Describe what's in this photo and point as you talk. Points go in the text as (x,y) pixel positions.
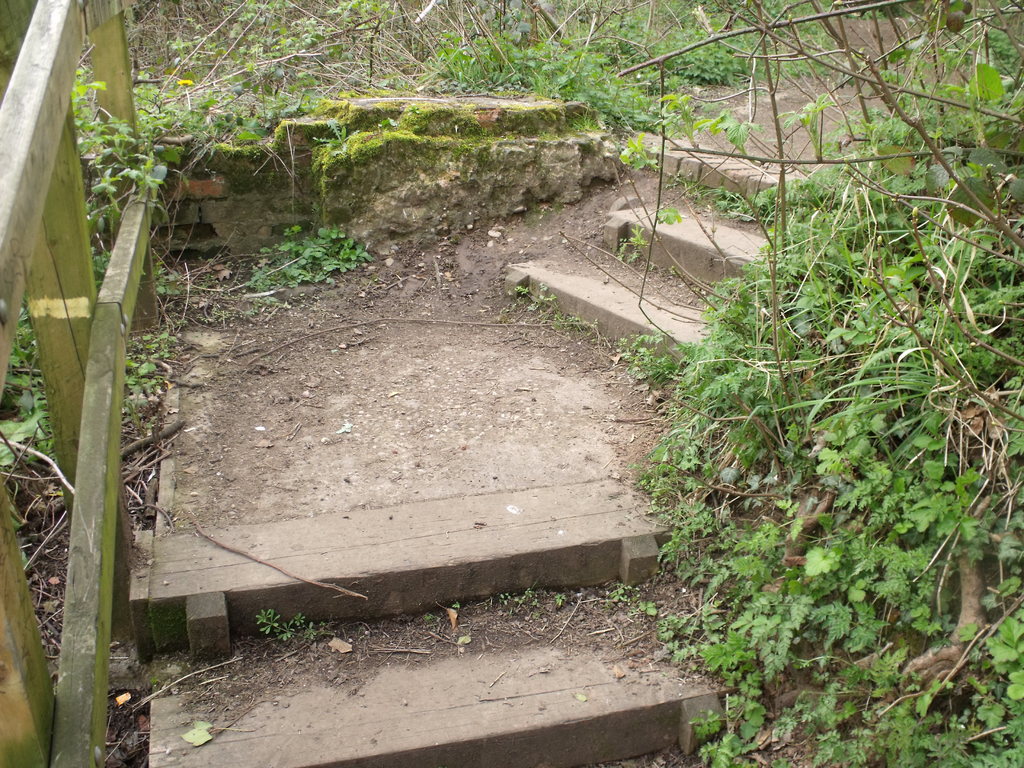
In this image I can see the stairs (461,511) and on the both sides there are plants (868,641) and sticks (344,33). On the left side (70,355) there is a railing (53,177) made up of wood (46,252).
